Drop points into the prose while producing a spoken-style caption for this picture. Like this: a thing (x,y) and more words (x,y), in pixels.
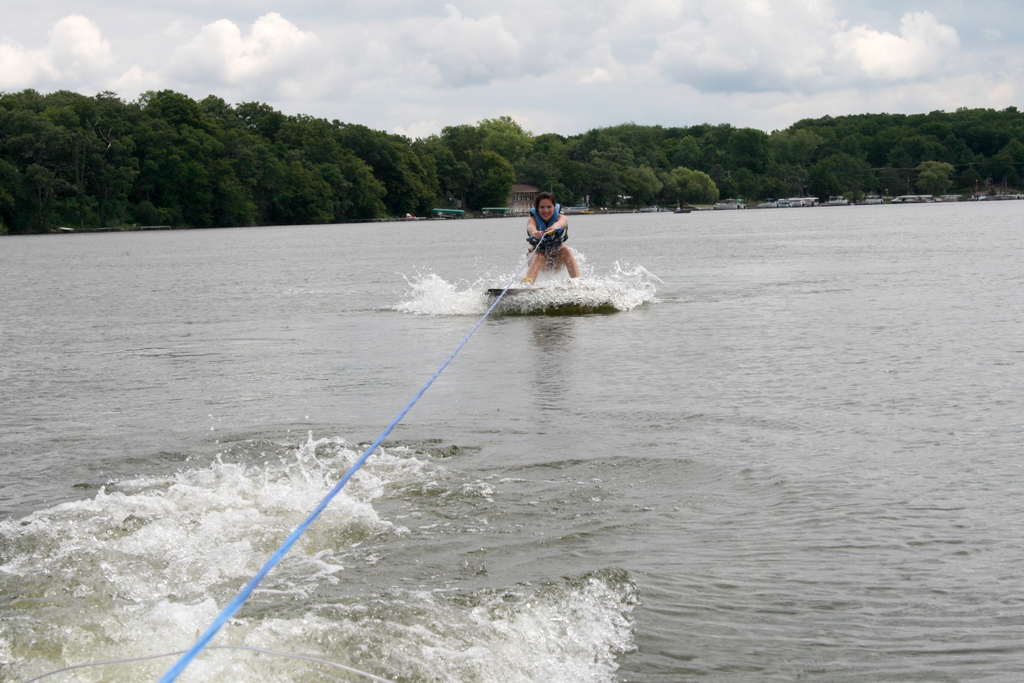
In this image we can see a person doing water skiing. In the background (518,178), we can see the boats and a group of trees (1005,145). At the top (624,49) we can see the sky (477,85).
